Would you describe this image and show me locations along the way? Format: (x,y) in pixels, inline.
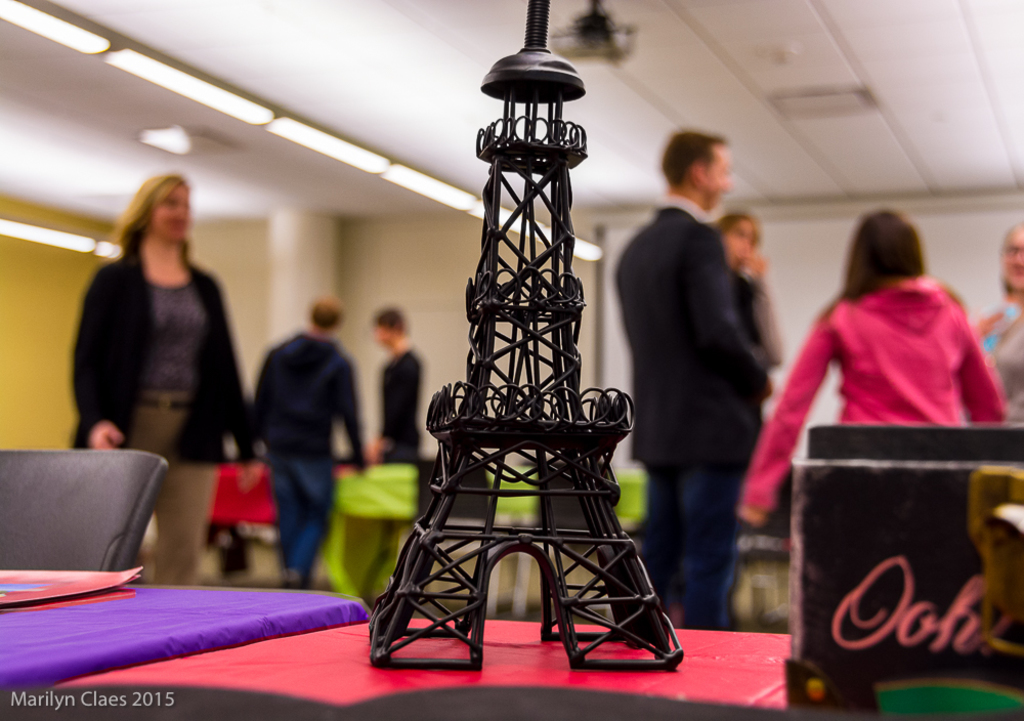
In this image we can see people (691,438) standing on the floor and tables (392,480) are placed in front of them. On the tables (379,483) there are decors (618,565) and stationery (129,572). In the background (162,74) there are ceiling projector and electric lights (206,87).
